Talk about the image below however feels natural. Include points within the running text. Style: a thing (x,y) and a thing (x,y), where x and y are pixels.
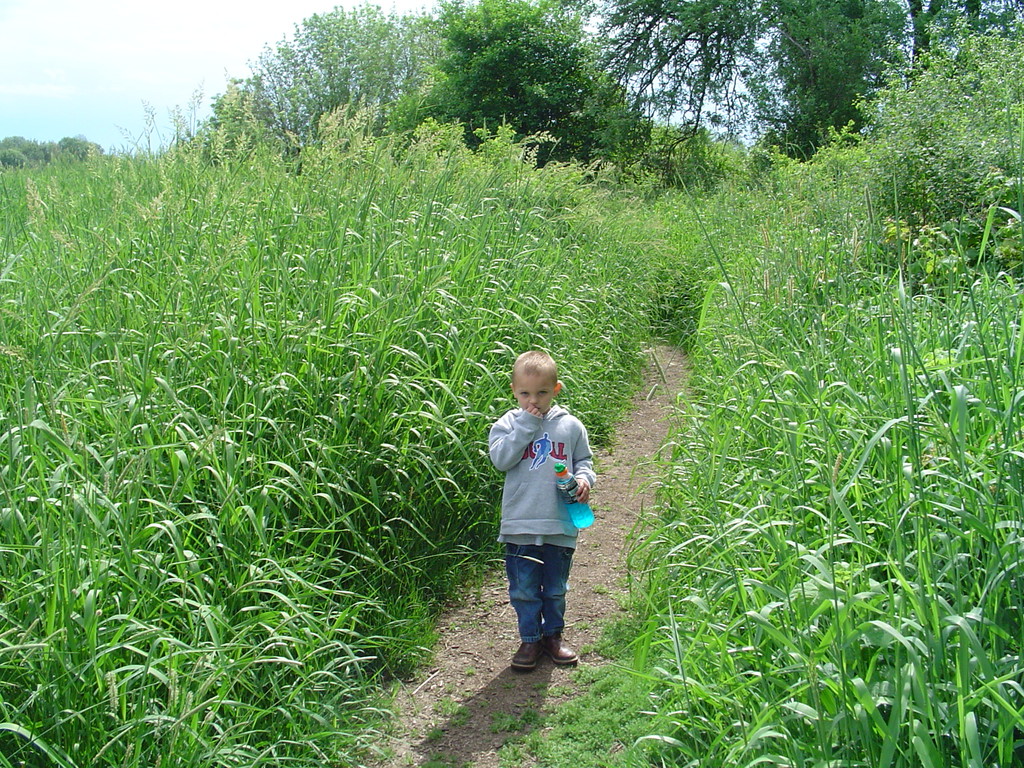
In this image there is the sky (288,18) towards the top of the image (303,38), there are trees (561,70) towards the top of the image (566,84), there are plants (934,345) towards the right of the image (909,363), there are plants (69,330) towards the left of the image (107,407), there is a boy (554,531) standing, he is holding a water bottle (577,509).
